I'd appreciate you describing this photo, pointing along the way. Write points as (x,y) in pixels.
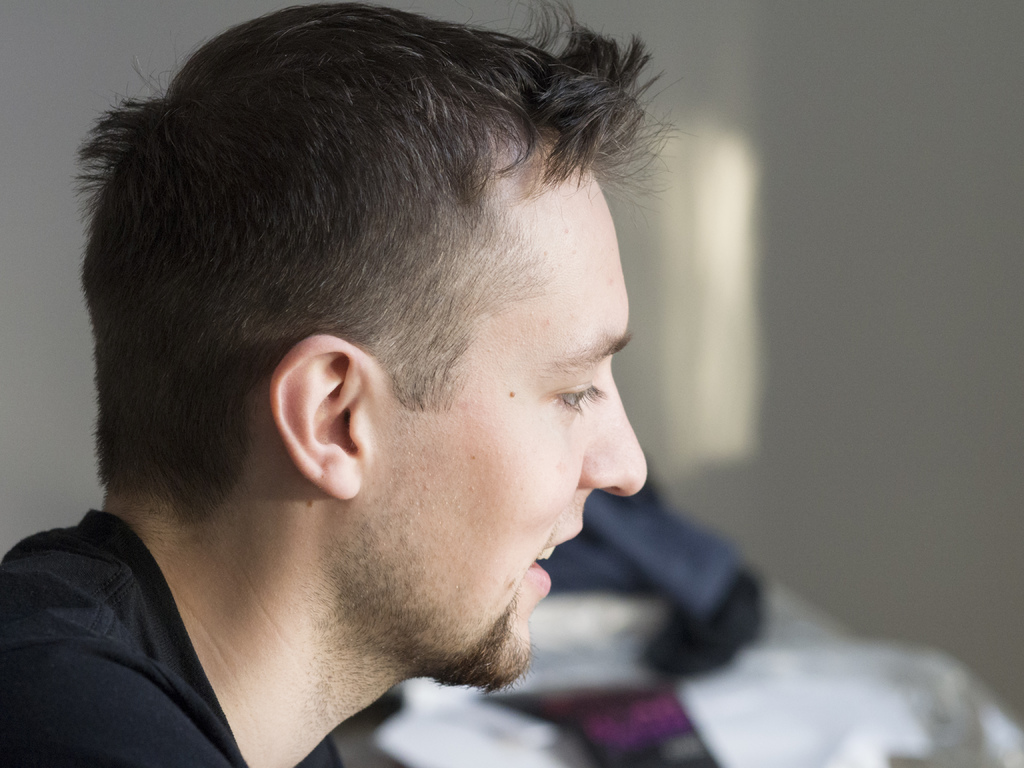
In this image we can see a man (528,429) and he is smiling. In the background (753,619) we can see wall (780,207) and clothes (647,637).
